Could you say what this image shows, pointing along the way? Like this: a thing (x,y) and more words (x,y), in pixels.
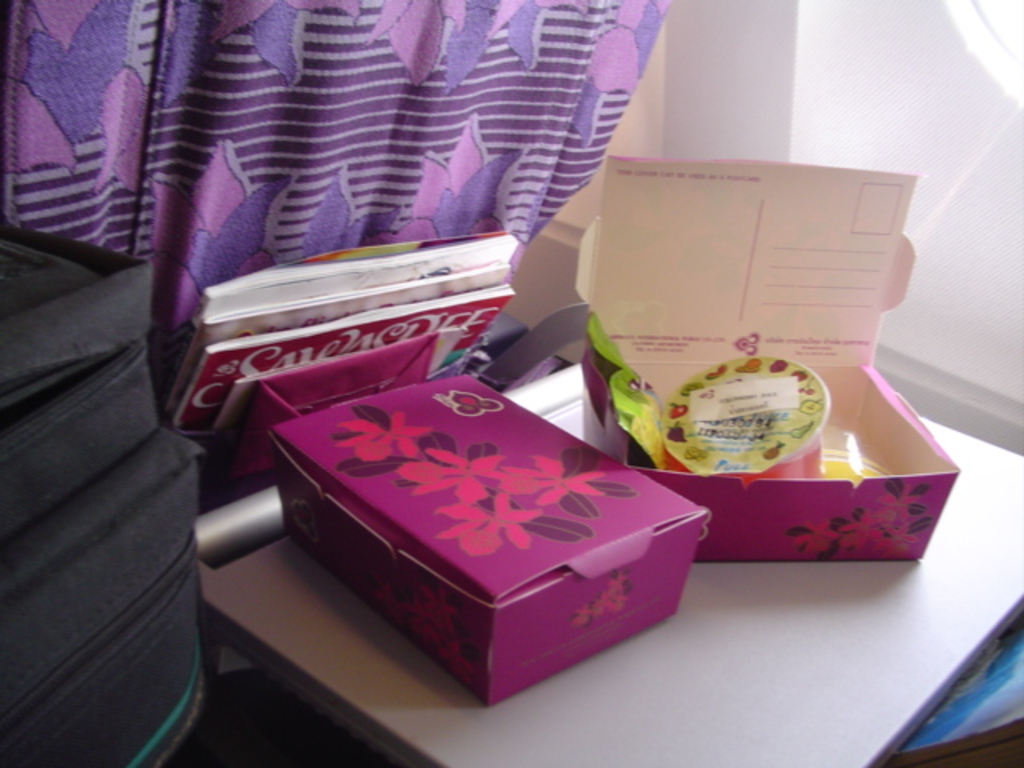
In this image in the front (880,604) there is a table (839,604). On the table (783,644) there are boxes (675,504) which are pink in colour and in the box (806,479) there are objects (776,437). On the left side (116,550) there is a bag (104,574) which is black in colour and there are books (345,314). In the background (400,159) there is a curtain (461,78) and there is a wall (933,107).
